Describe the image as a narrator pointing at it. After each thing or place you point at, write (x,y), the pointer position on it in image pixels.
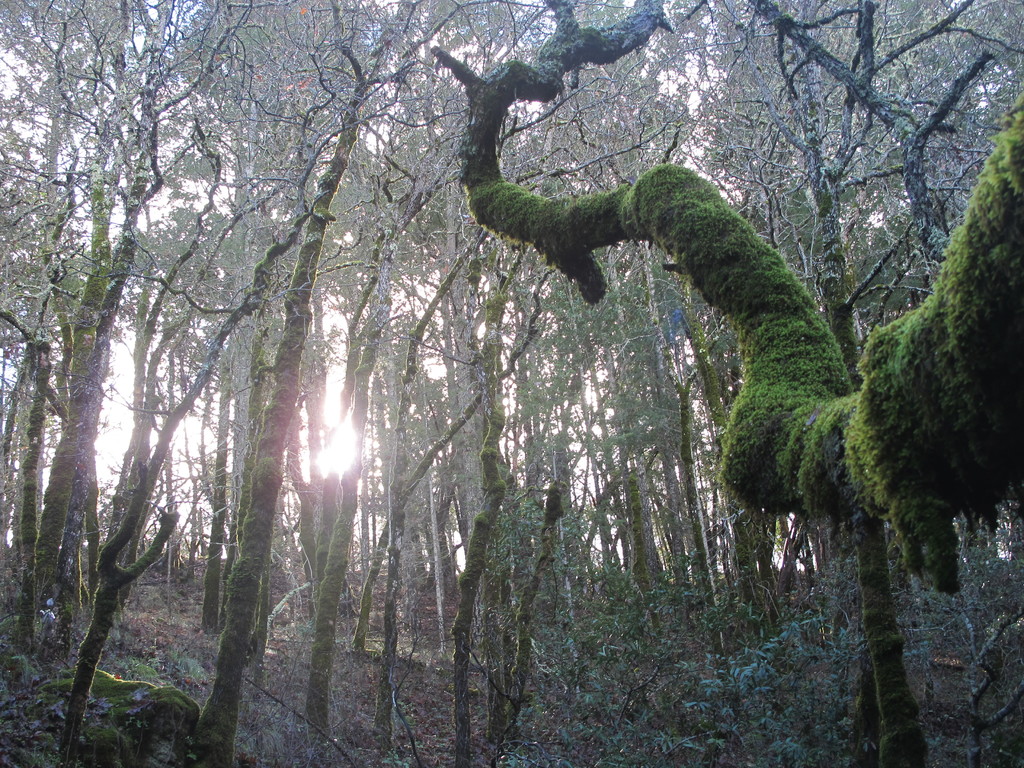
In this image we can see trees (93,405), plants (802,706), ground (291,641) and sky (123,409).
